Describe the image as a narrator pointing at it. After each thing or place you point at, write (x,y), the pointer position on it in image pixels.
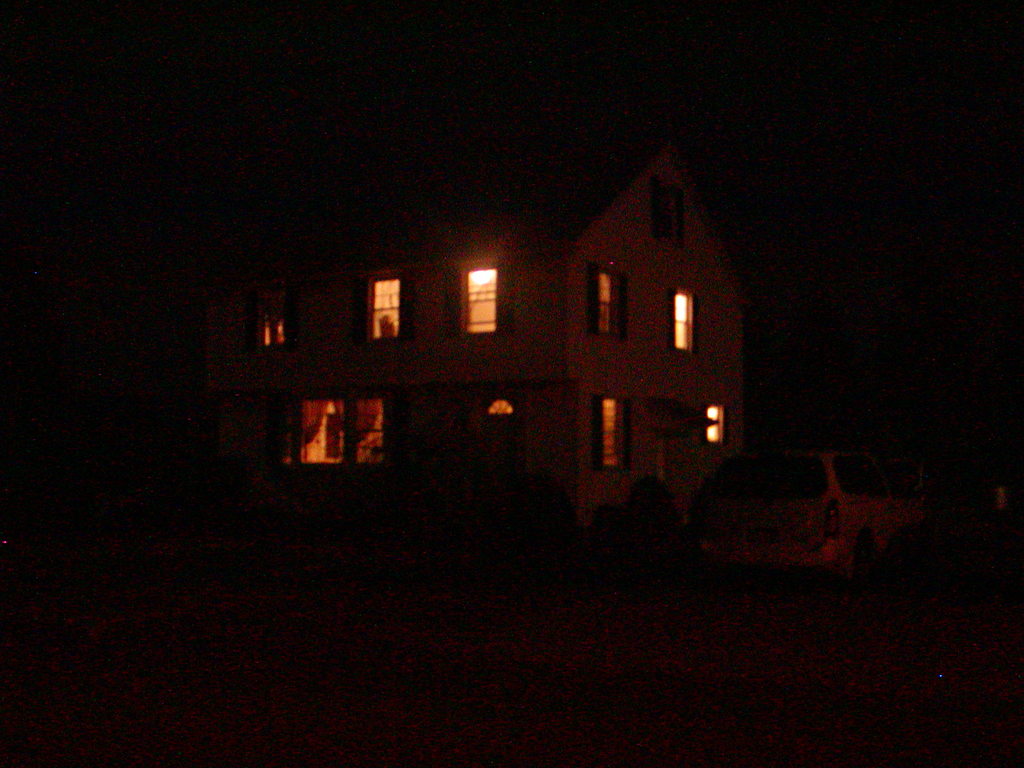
In this image we can see a house (493,264), there is the window (336,447), there is the car (722,552) on the ground (816,598), there it is dark.
